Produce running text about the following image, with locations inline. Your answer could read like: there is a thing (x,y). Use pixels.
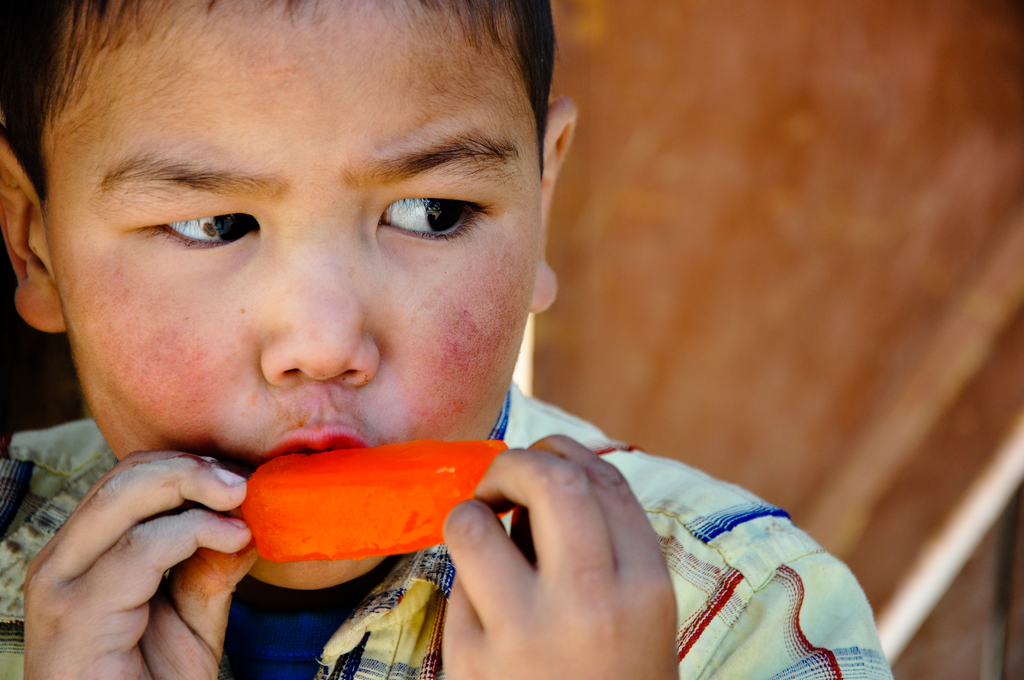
In this image we can see a person (631,501). A person (554,527) is eating a ice cream (433,463).
